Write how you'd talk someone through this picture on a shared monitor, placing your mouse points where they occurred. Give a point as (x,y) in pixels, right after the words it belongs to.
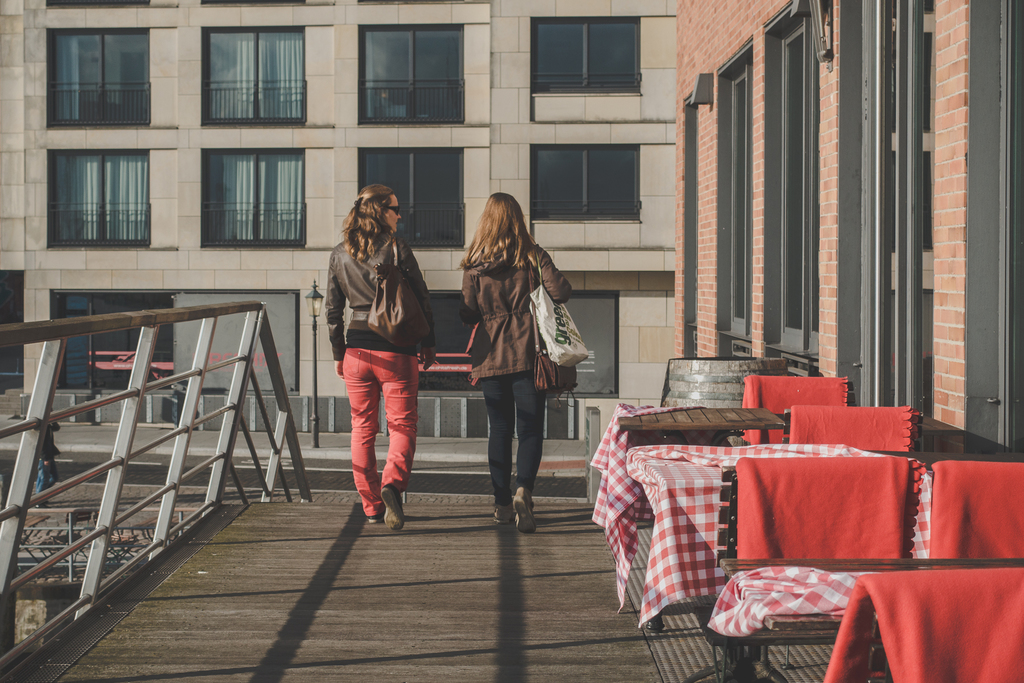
In this picture I can see couple of women (372,494) walking and they are wearing handbags (555,376) and I can see tables (660,414) and chairs (776,501) and I can see few clothes (638,458) on the tables (715,559) and chairs (952,626) and I can see buildings (361,124).
